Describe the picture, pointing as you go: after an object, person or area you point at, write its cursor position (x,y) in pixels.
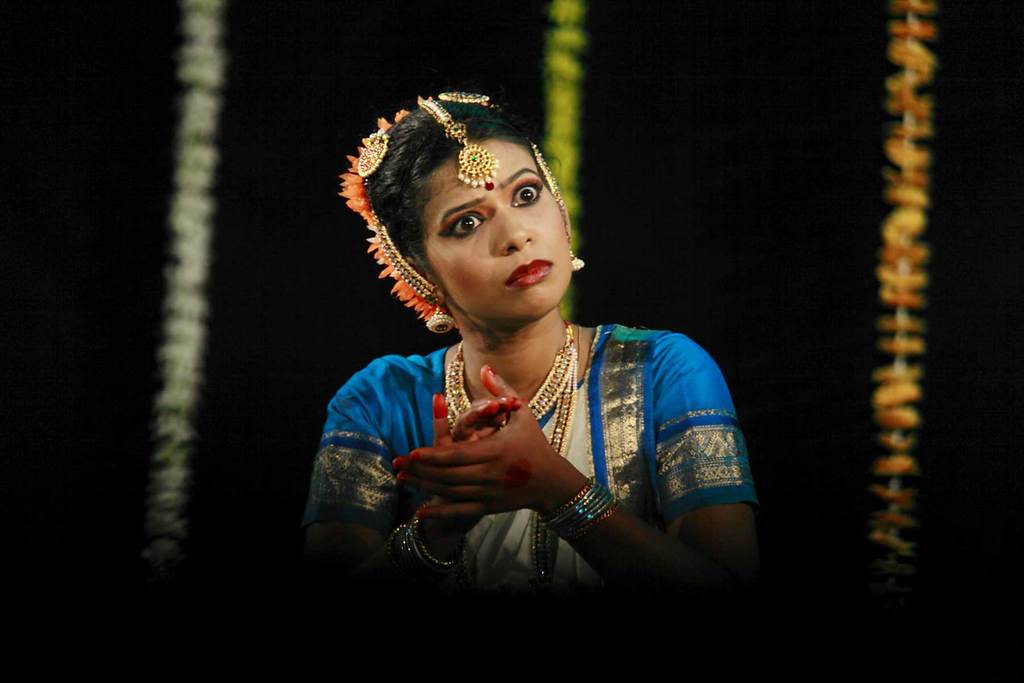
In the center of the picture (404,427) there is a woman (423,458) in traditional wear (609,477). In the background (200,123) there are flowers (574,81).
